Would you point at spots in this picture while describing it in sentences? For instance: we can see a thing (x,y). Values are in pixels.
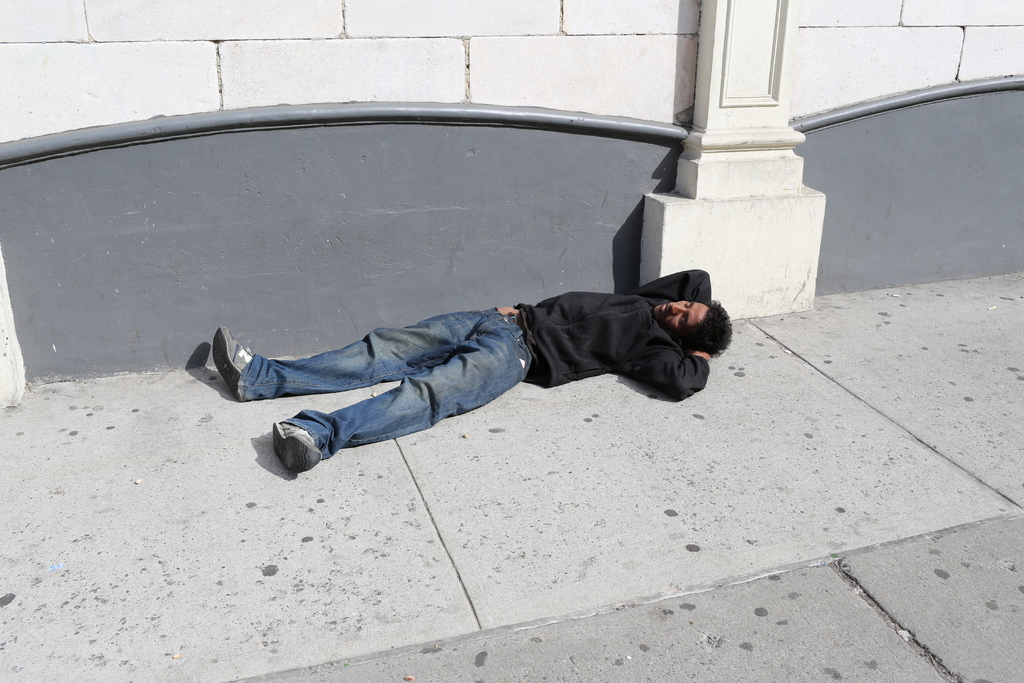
In this picture we can see a man (706,348) lying on the path (397,493). We can see a wall (671,59) and a pillar (709,201) in the background (709,201).
